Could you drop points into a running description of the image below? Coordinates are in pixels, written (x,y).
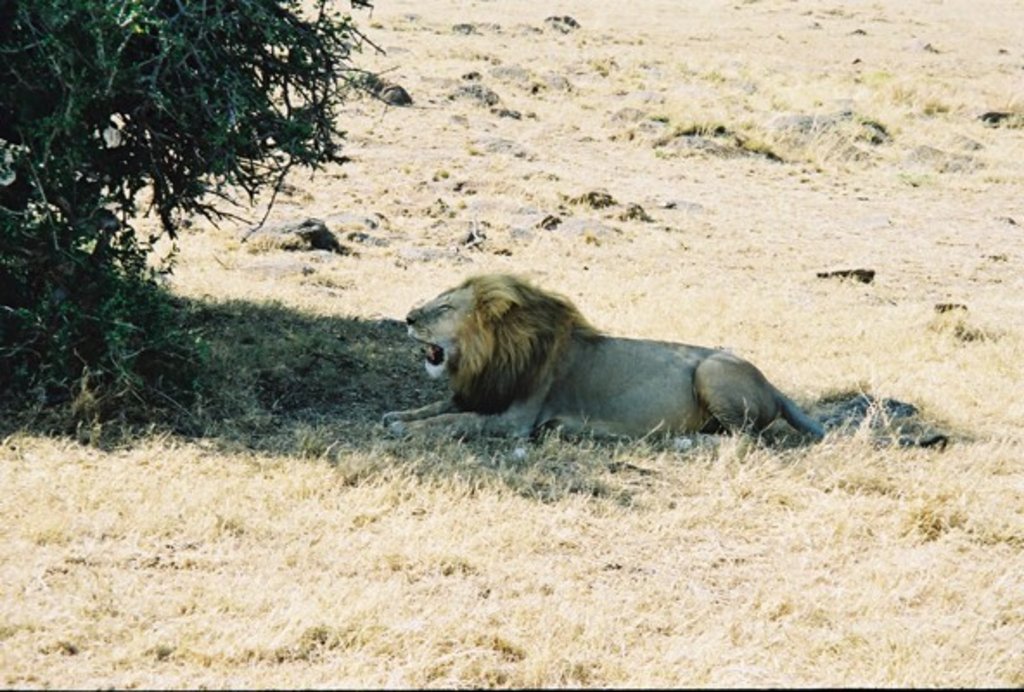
There is a lion (542,387) sitting on the ground (465,507). On the ground (477,529) there is grass (775,500) and rocks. On the left side (124,142) there is a tree (137,104).
